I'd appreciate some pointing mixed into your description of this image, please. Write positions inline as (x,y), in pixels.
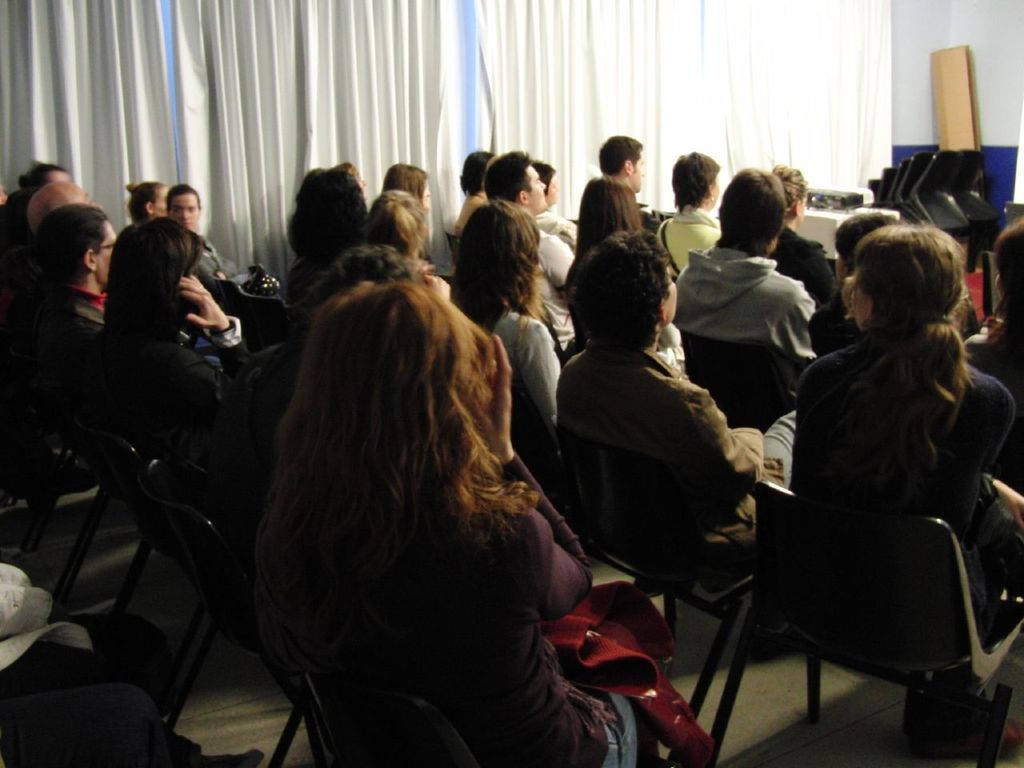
In this image there are group of persons (498,482) sitting in chairs (678,556) and at the back ground (546,130) there is curtains (546,130), table (831,251), chairs (926,210), wall (912,123).
